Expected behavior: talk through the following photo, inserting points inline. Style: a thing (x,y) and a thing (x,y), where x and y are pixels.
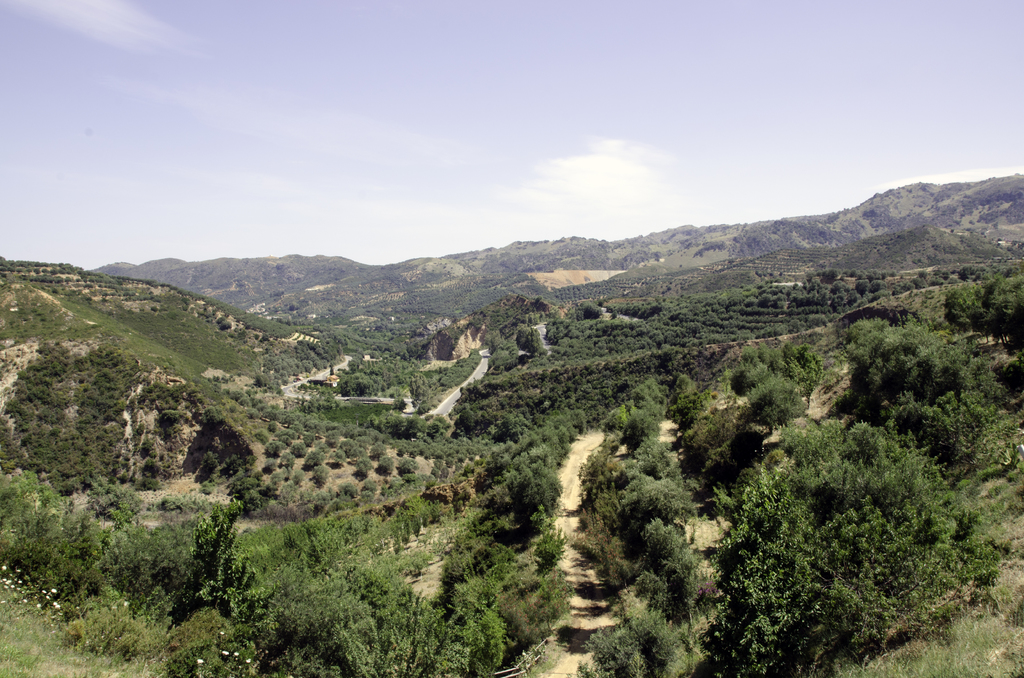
In this image we can see sky (449,136) with clouds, hills (749,224), roads (548,349) and trees (619,467).
